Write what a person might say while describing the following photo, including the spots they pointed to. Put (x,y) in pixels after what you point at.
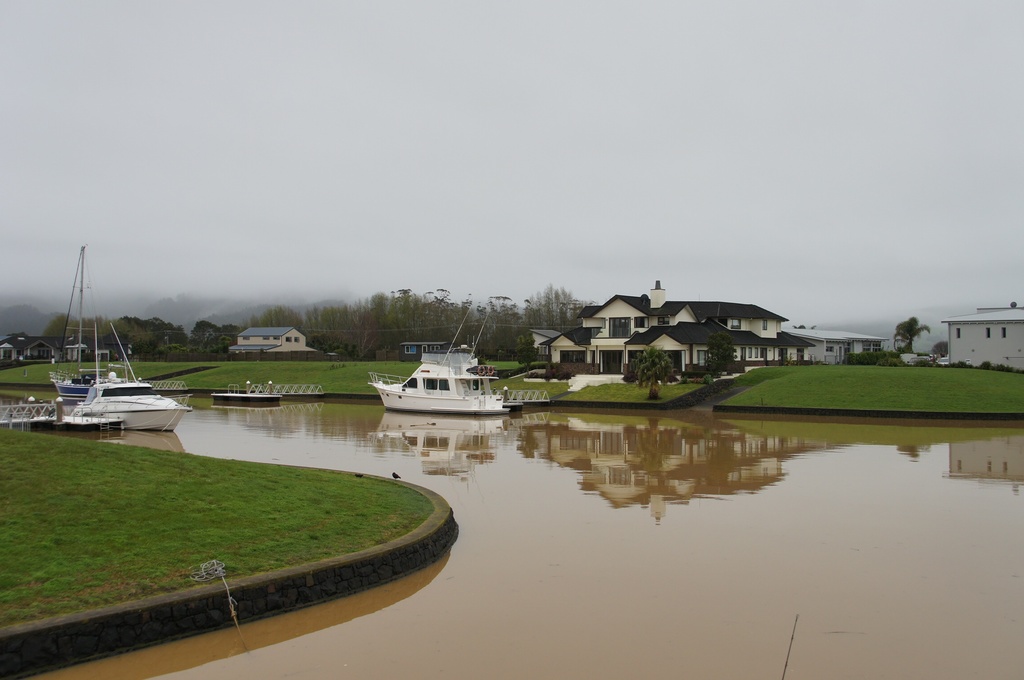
In this picture we can see there are boats (399,392) on the water (325,421). On the right side of the boats (430,366), there are houses (588,348), trees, grass (775,393) and the sky (460,81).
